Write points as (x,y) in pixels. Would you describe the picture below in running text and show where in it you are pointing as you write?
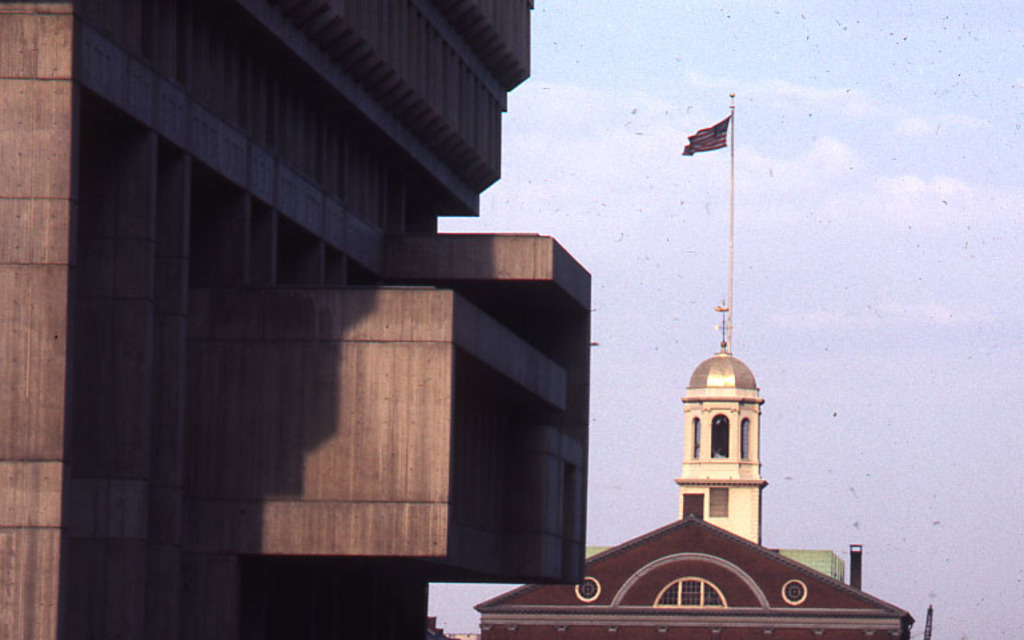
In this image, we can see buildings (388,425) and there is a flag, at the top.
